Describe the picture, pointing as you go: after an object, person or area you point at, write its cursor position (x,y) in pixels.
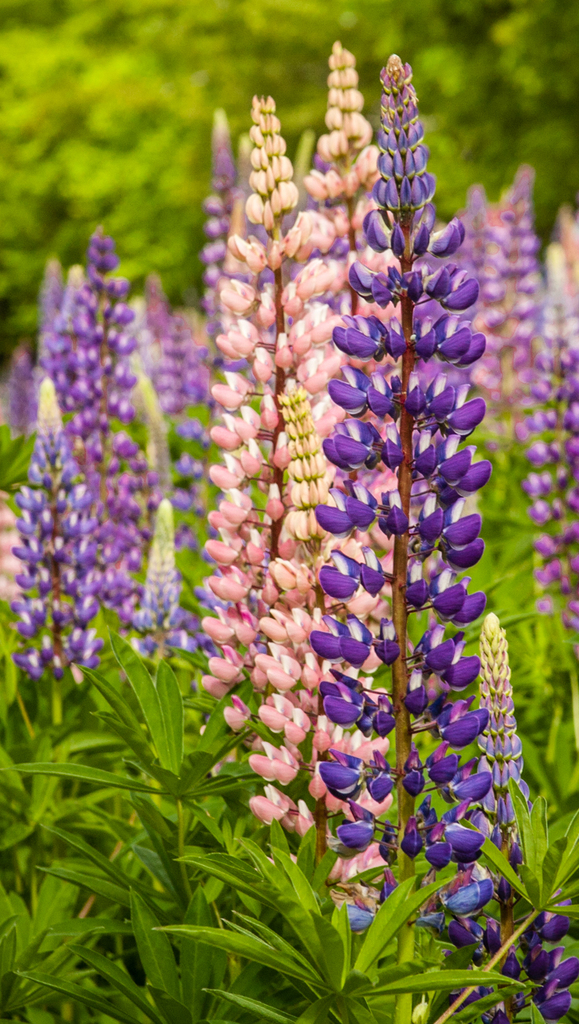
In this image we can see few plants (159,799) and there are group of flowers (321,767) to the plants (222,723). In the background (212,117), we can see the trees (155,58).
